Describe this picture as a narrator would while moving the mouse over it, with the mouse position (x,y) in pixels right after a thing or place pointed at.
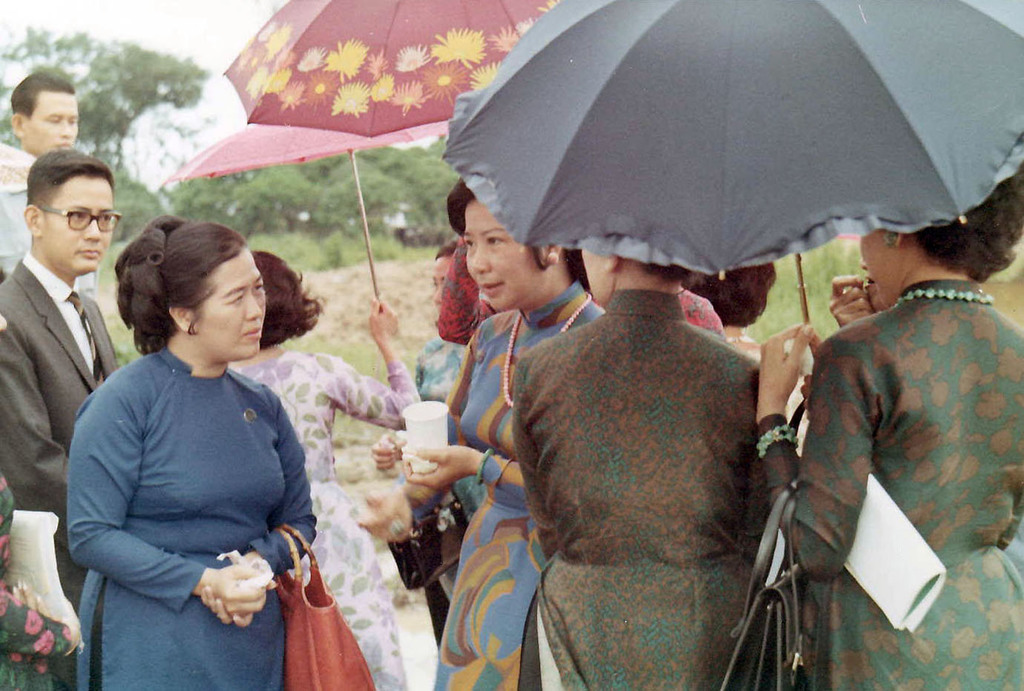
There are many people (248,439). Some are holding umbrellas (623,134) and bags (773,644). In the back (336,171) there are trees (372,169). One person (44,271) on the left side (32,309) is wearing specs (70,218).
